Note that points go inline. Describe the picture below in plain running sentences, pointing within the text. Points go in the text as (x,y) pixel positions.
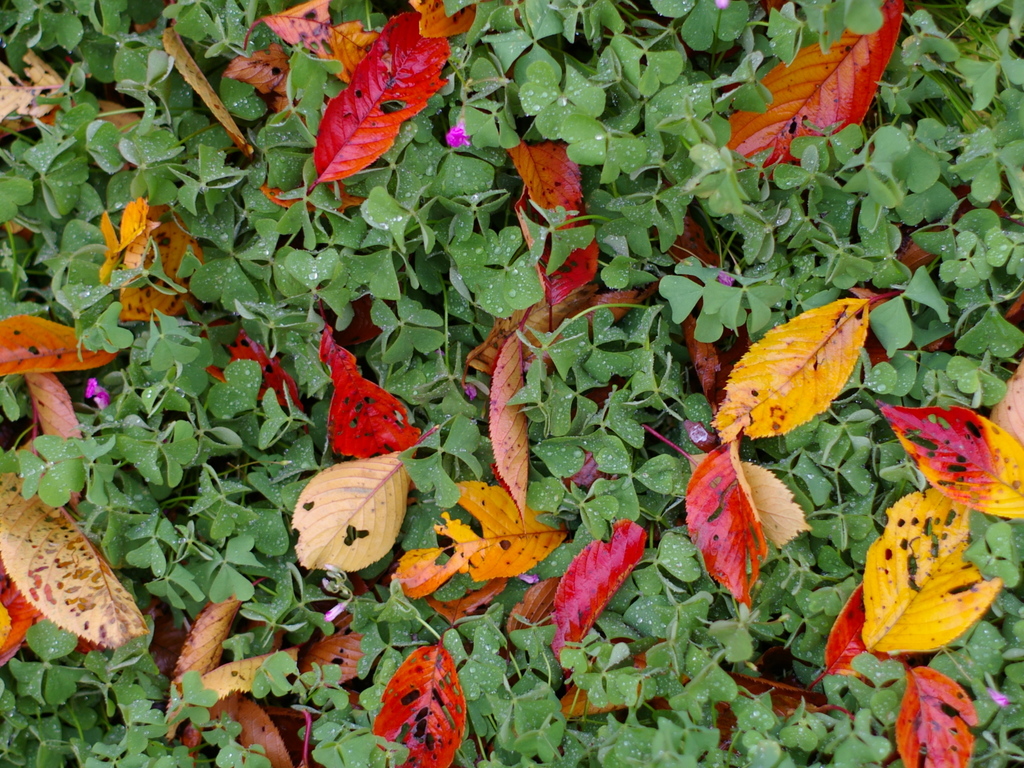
In this image I can see the green color plants (491,275) and few colorful leaves (449,516).
